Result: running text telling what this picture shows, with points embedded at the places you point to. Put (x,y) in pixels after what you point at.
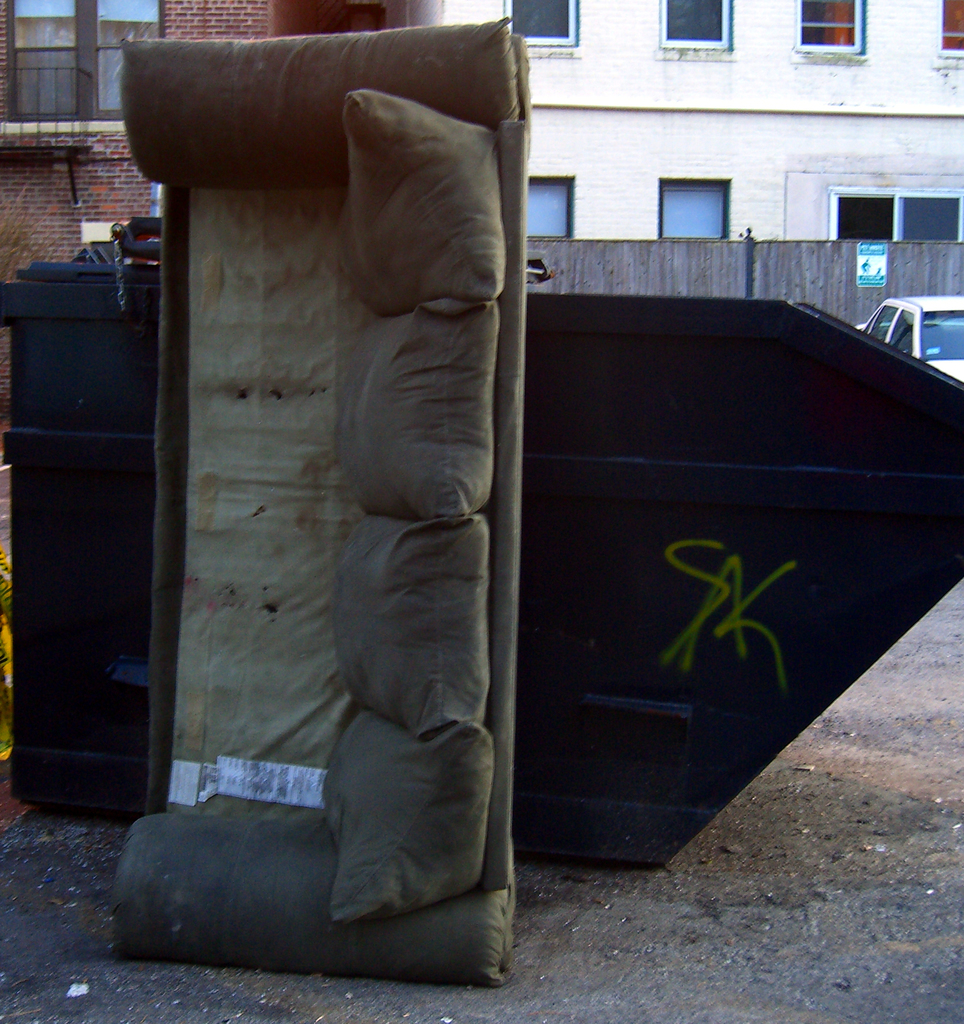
In this image we can see a sofa (373,548) and a container (523,755) placed on the ground (870,912). In the background (941,341), we can see a vehicle (929,350), building (751,189) with a group of windows (574,184), fence (888,252) and a poster (870,264) with some text (868,283).
